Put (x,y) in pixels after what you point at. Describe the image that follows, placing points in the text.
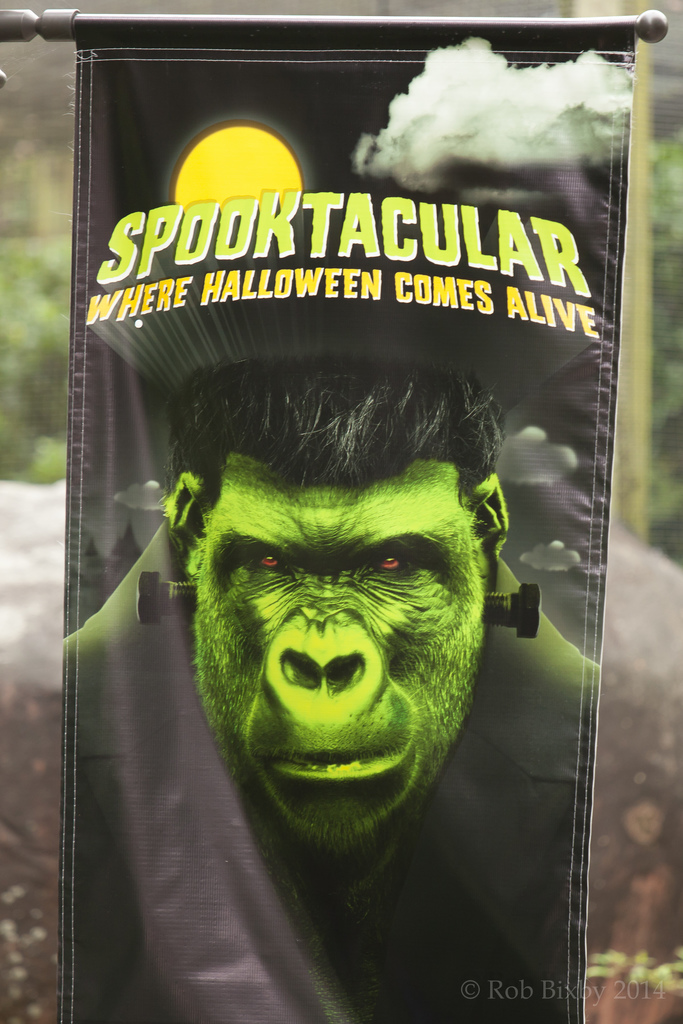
In this picture we can see a poster (347,337), there is a cartoon face (330,583) of a gorilla (338,588) and some text (315,239) on this poster (350,287), we can see a blurry background (17,326), there is some text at the right bottom (554,991).
